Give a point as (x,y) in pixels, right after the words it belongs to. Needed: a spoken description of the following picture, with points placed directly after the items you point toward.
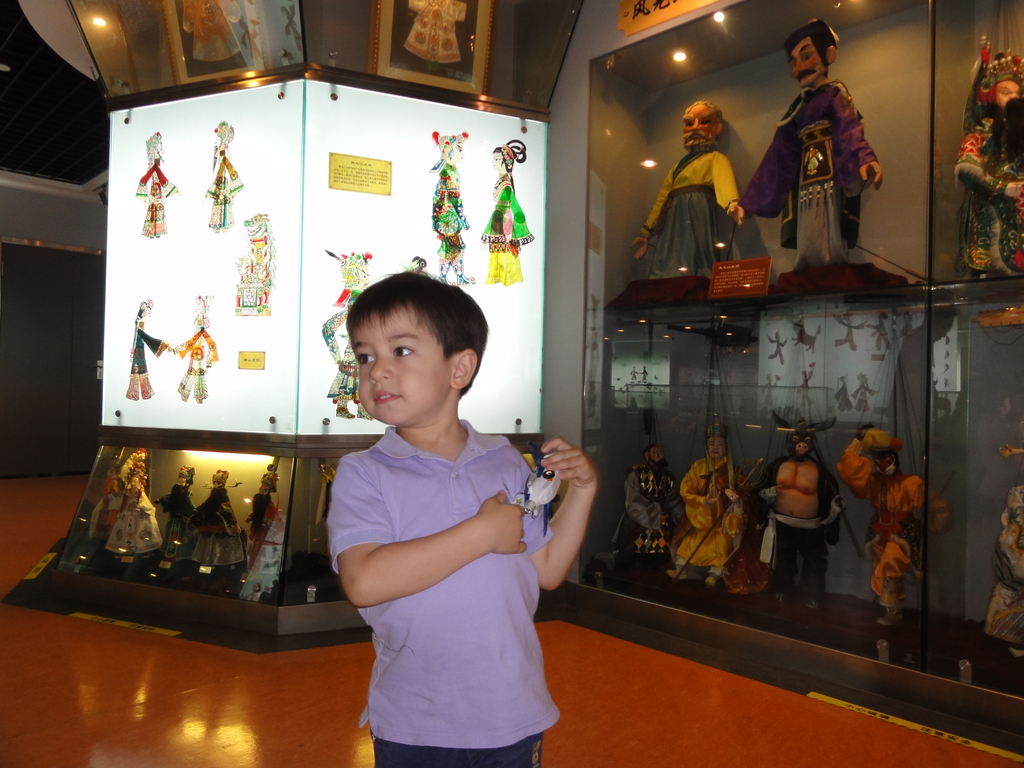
The boy (510,453) in the middle of the picture (472,496) wearing a violet T-shirt (479,588) is holding something in his hand (493,509). He is standing. Behind him, we see a pillar (268,375) and a white board (201,257) with some posters (142,348). We see some toys (142,348) are displayed. On the right side (860,448), we see a glass (824,455) from which we can see many toys (716,117) are displayed. This picture might be clicked in the exhibition hall (278,192) or in the museum (582,222).
